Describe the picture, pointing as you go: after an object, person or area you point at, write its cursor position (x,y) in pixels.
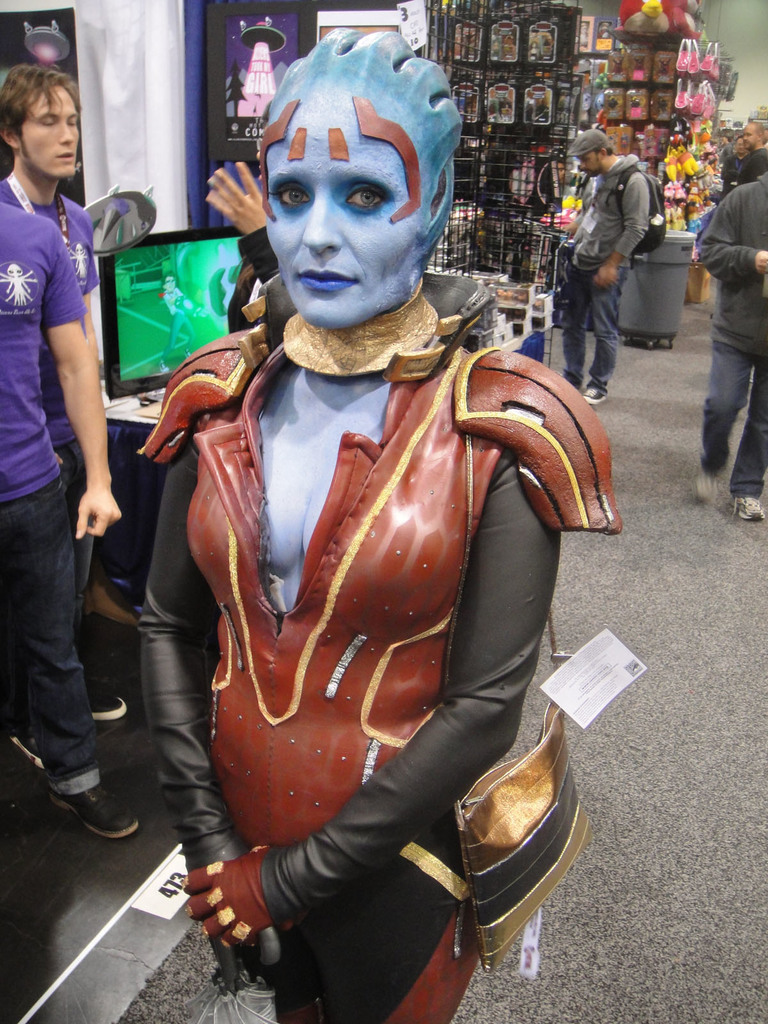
In this image I can see a woman (535,553) standing in the center of the image (455,465) wearing a theme dressing (537,503), I can see her face (359,181) painted I can see some stalls (656,113) behind her. I can see some people (608,221) standing. I can see a monitor (188,242).
